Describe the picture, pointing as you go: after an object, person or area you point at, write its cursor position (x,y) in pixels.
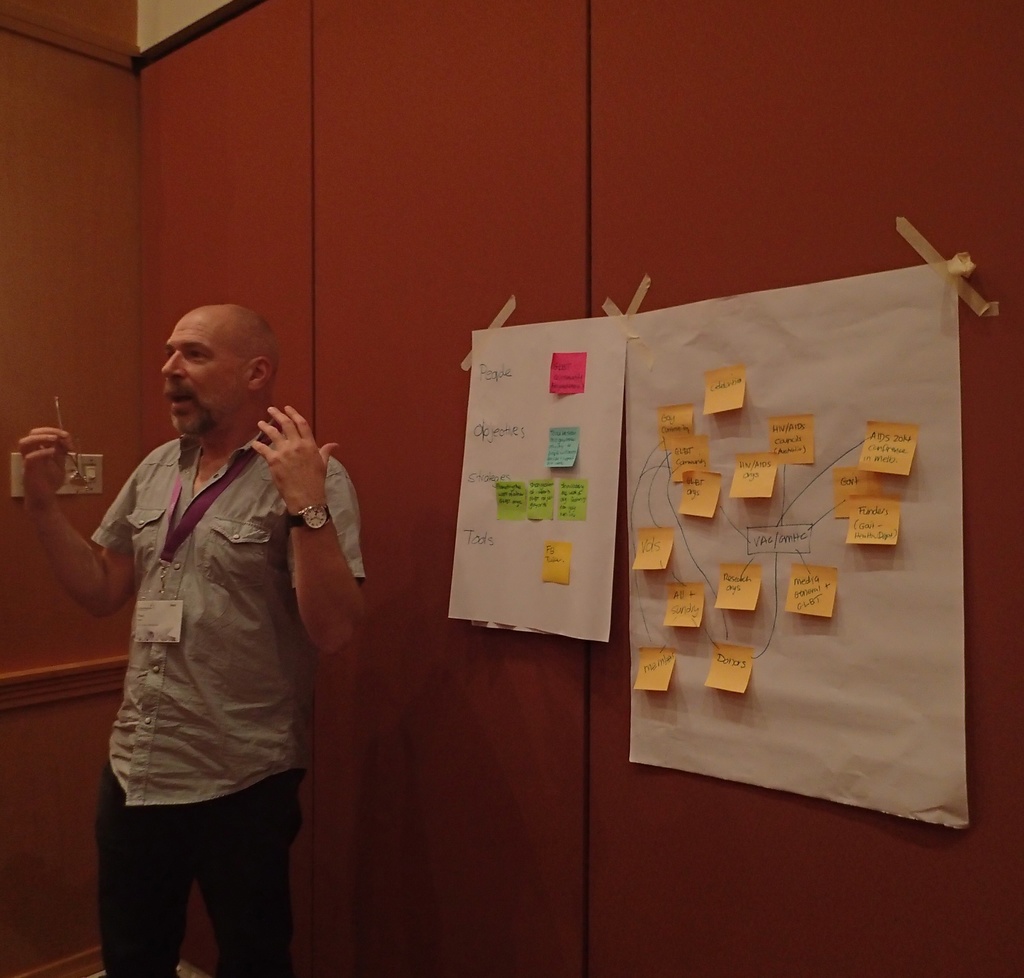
In this image we can see a man (144,671). He wore an id card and a watch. In the background (296,245) we can see walls (574,769), posters (715,613), and a socket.
